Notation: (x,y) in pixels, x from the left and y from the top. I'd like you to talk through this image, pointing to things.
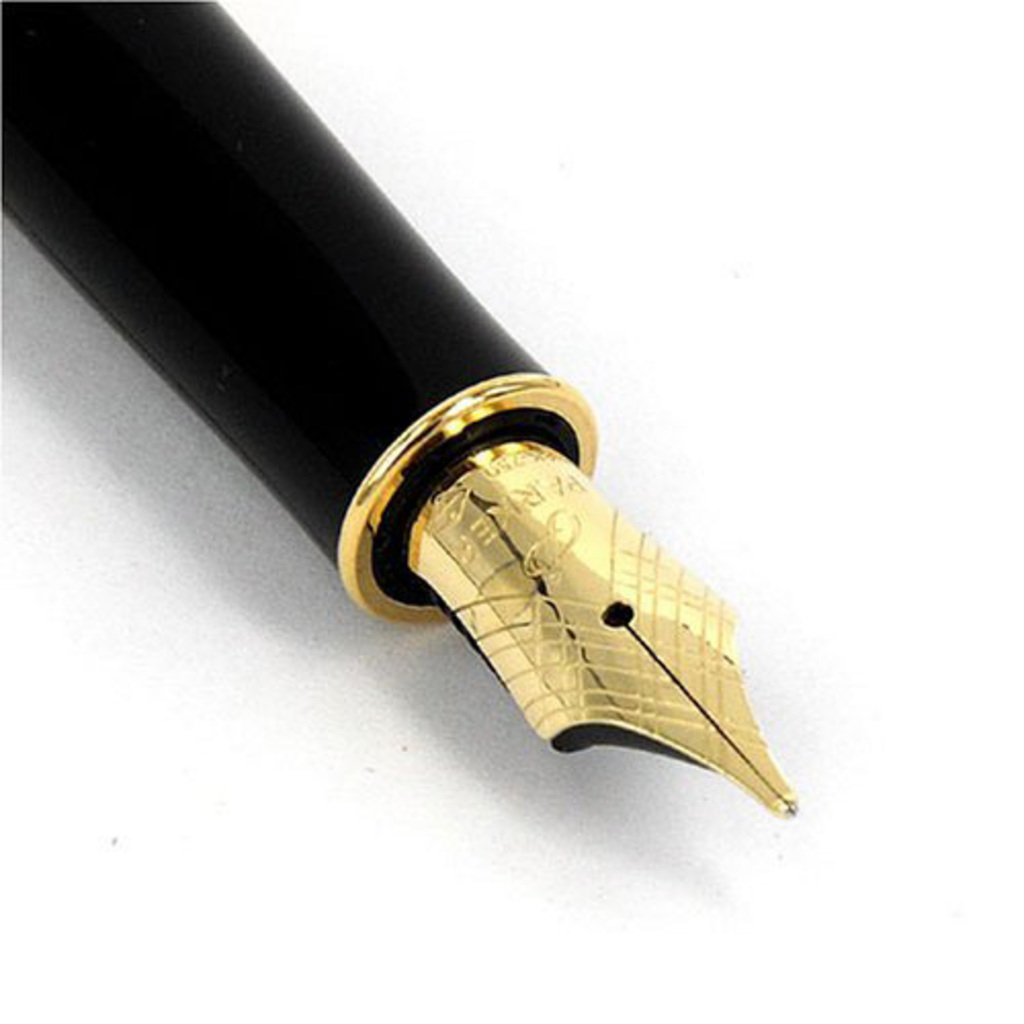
In this picture I can see ink pen (462,506).
